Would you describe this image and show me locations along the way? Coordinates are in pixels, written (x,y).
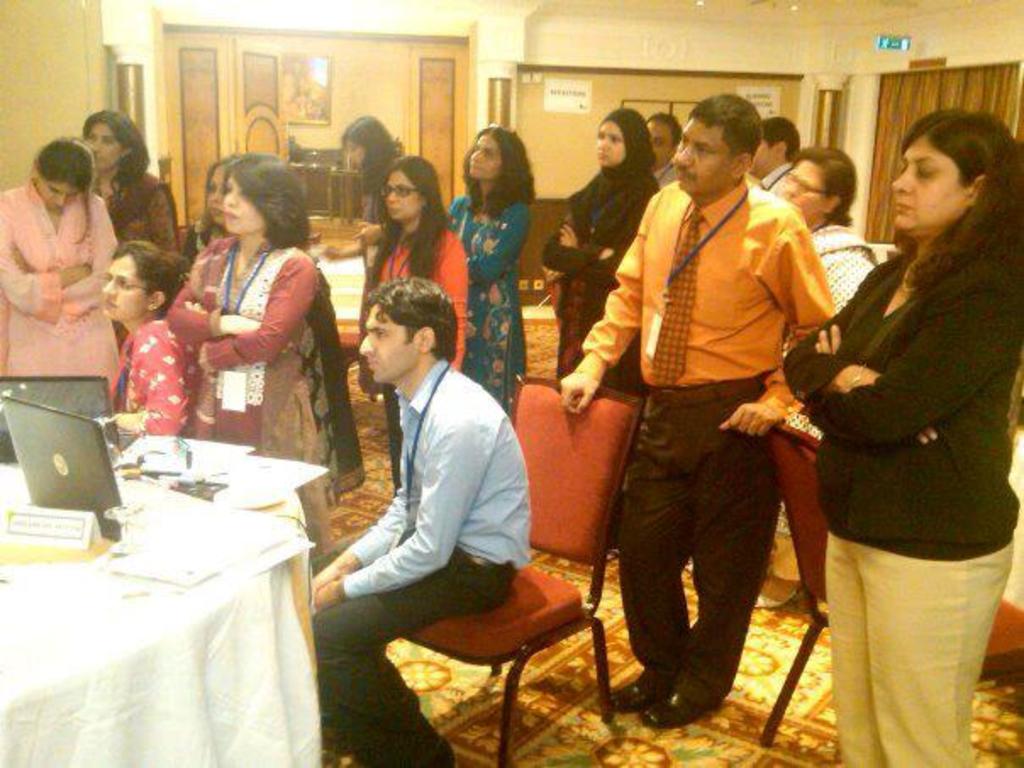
In this image I see number of people (746,124) in which most of them are standing and these 2 (443,479) are sitting, I can also see there is a table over here and there are many things (147,471) on it. In the background (110,17) I see the wall (79,48).
